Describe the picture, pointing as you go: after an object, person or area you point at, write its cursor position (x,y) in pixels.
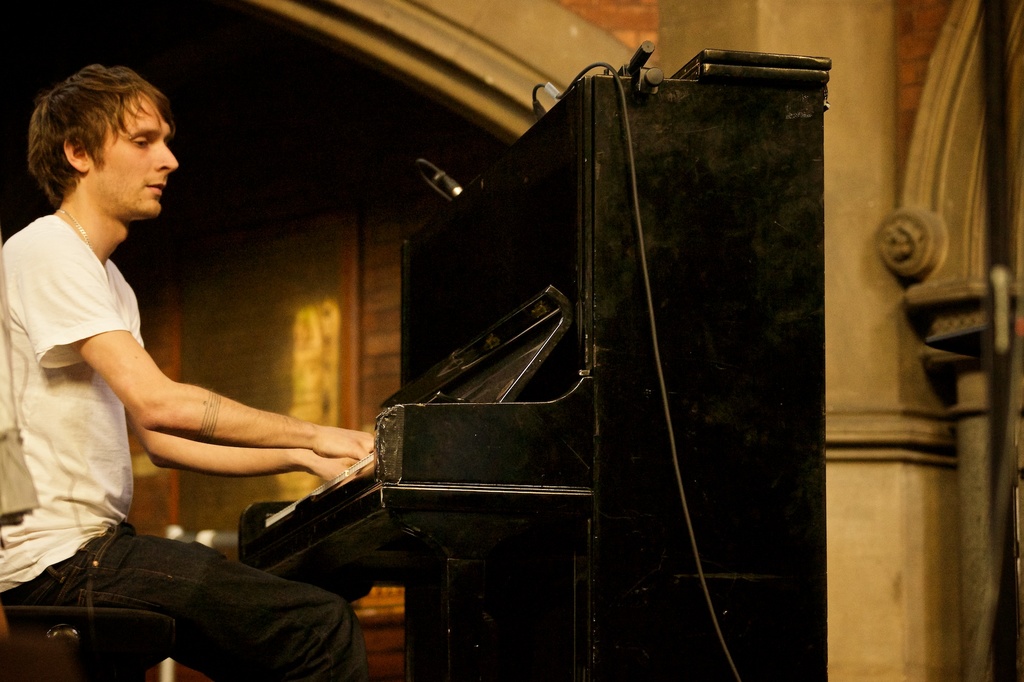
In this image we can see this man (78,478) wearing white t-shirt (79,547) is sitting on the chair (102,631) and playing the piano (422,457) which is in front of him.
